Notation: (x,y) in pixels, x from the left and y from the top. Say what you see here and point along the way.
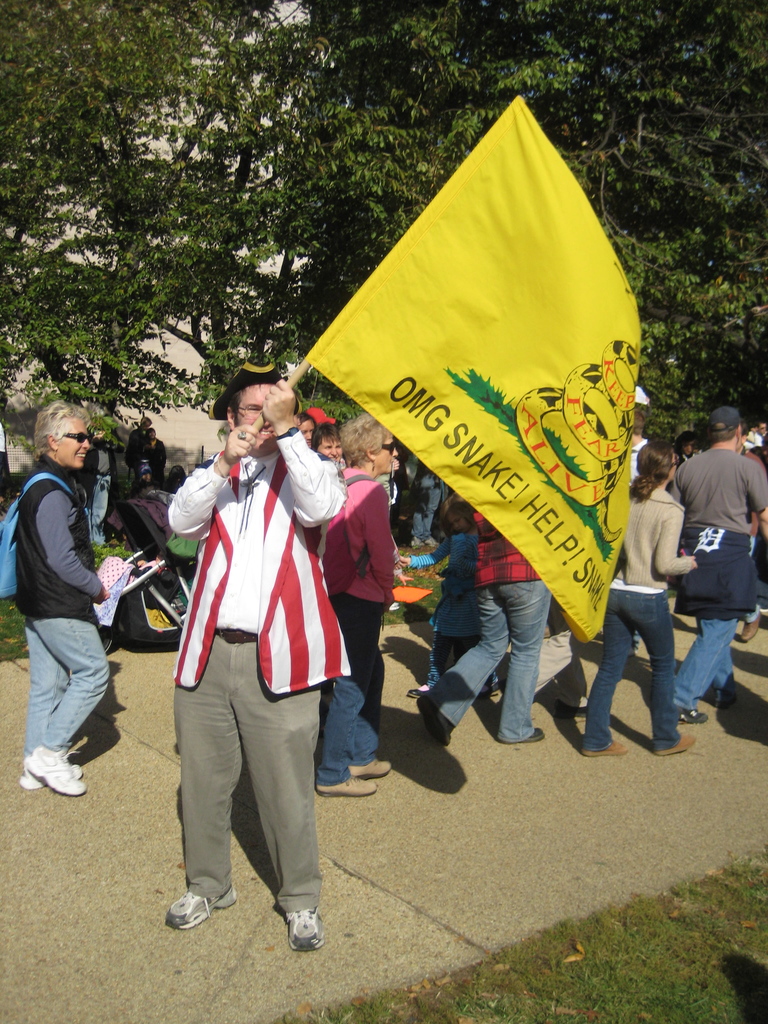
In this picture there is a man (256,591) who is holding a yellow color flag (613,445). Behind him I can see some persons (730,576) who are walking on the street (408,837). At the bottom (668,957) I can see the green grass (600,964). In the background (281,251) I can see the trees (148,275) and building (27,398). In the left (158,572) background (137,573) I can see the trolley (170,573), fencing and other objects (121,563).
